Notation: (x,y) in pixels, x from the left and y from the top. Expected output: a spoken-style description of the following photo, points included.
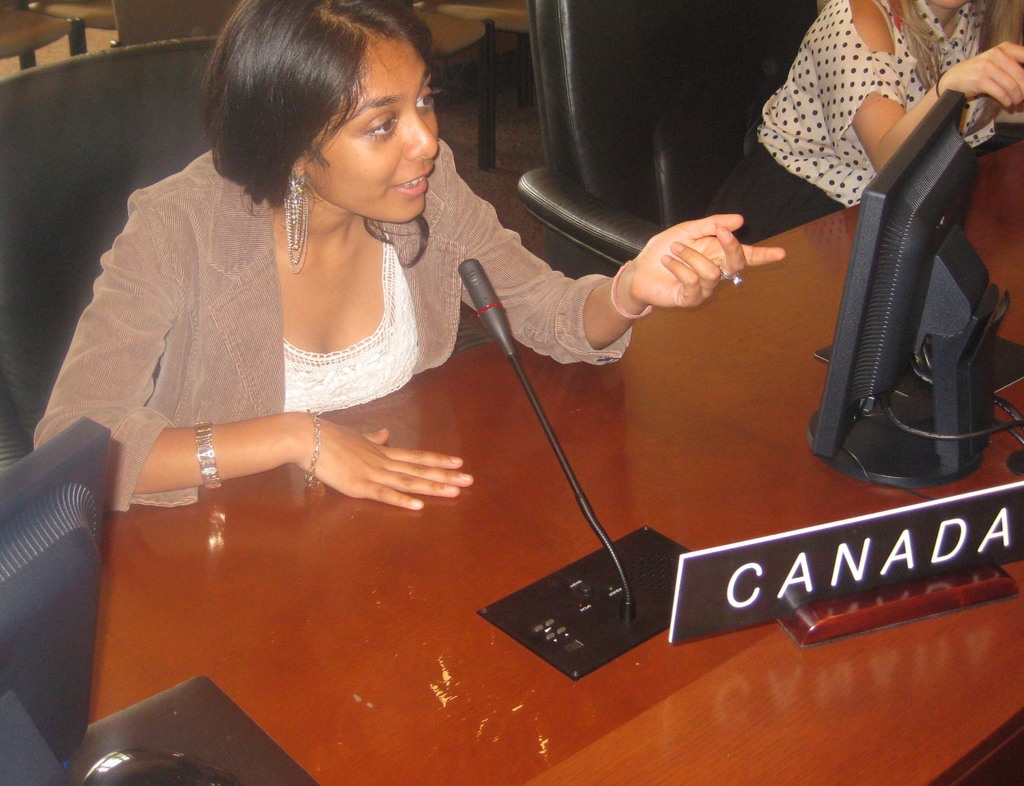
In this image we can see two women (829,66) sitting on the chairs (693,69) in front of the wooden table (589,367) and on the table (576,403) we can see the mike (633,548), name board (977,516) and two monitors (921,206). In the background (450,27) we can see the empty chairs (493,81) on the floor (475,137).
